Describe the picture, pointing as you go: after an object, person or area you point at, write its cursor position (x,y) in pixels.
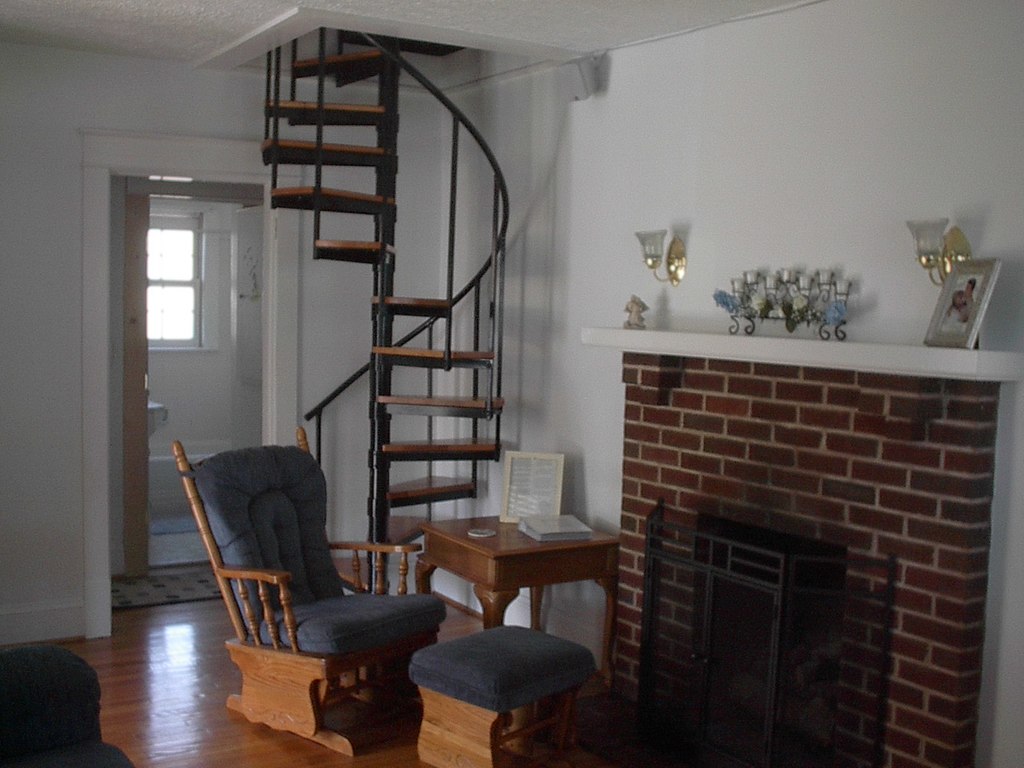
In this picture I can see there is a sofa (313,642) and a stool (459,696) and there is fire place (911,372) on to the right side (717,734) and there is a wall (990,229), stairs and a door (124,379) in the backdrop (202,376).
